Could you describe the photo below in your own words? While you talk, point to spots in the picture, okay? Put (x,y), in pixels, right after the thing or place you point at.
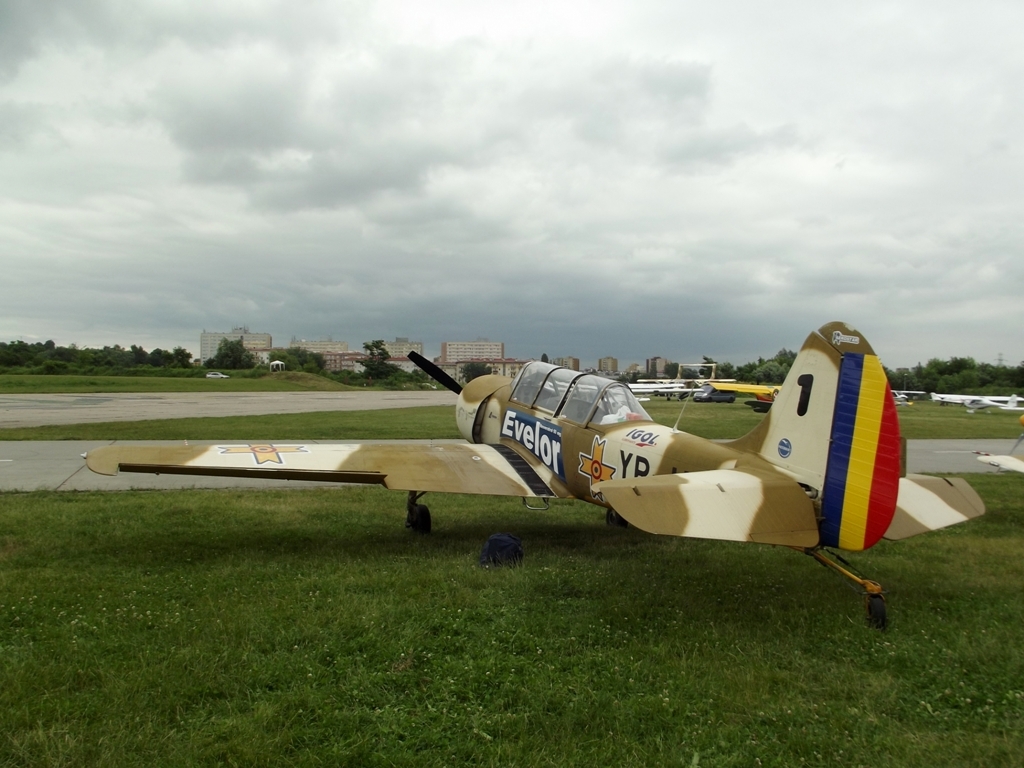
At the top of the image (317,117) we can see sky (478,196) with clouds (338,196), buildings (235,335), trees (95,351) and road (410,403). At the bottom of the image (788,514) we can see an aeroplane (619,488) placed on the ground (636,664).
